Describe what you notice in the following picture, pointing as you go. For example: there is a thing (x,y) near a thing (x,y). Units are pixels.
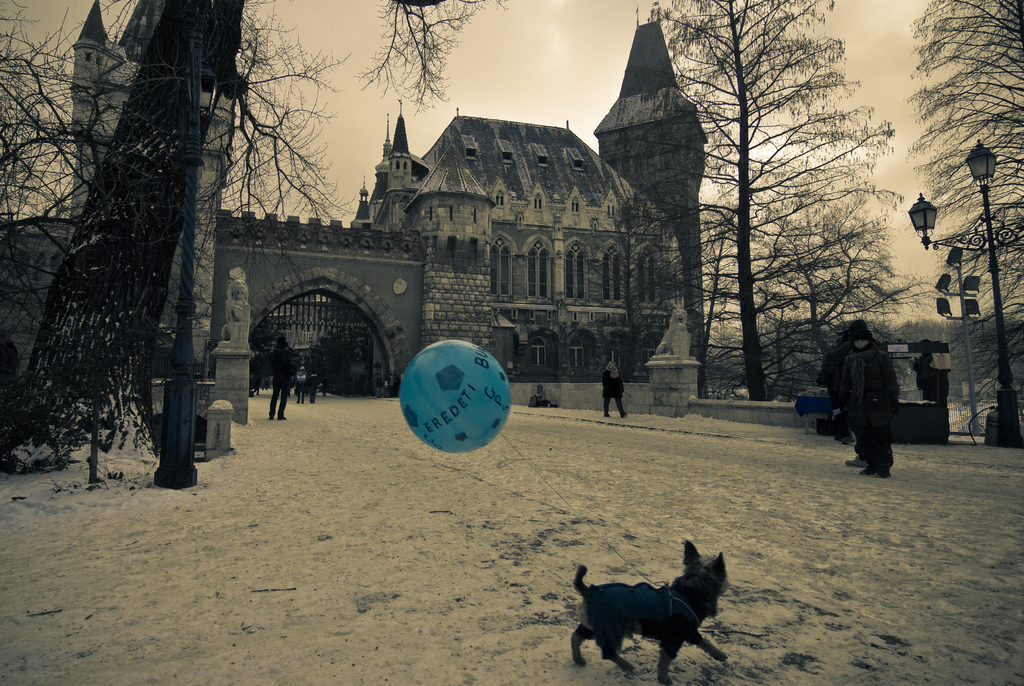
In this image we can see a dog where a balloon (475,407) is tied to it is walking on the road (883,576), also we can see a few more people (846,433) walking on the road (839,469), we can see light poles (184,261), stone building (498,266), trees (714,241) and the sky (714,241) in the background (581,256).
